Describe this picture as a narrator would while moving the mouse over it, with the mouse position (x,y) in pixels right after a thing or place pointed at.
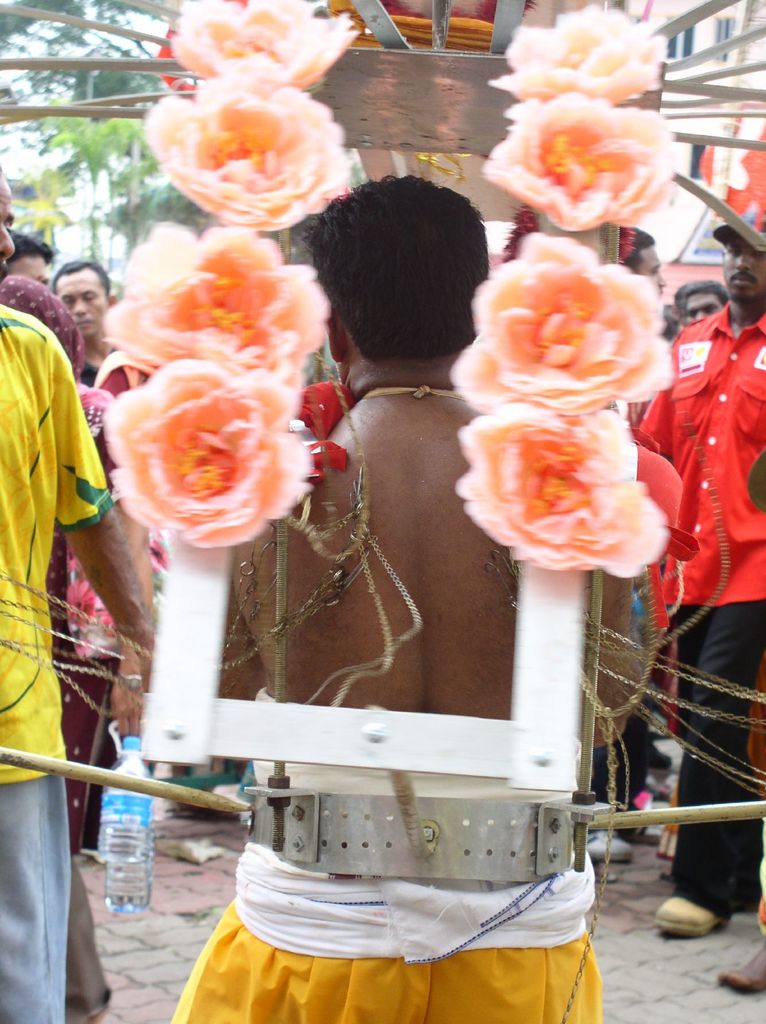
In this picture we can see a group of people (526,993) on the ground (599,952), here we can see a frame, bottle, flowers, sticks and some objects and in the background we can see trees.
